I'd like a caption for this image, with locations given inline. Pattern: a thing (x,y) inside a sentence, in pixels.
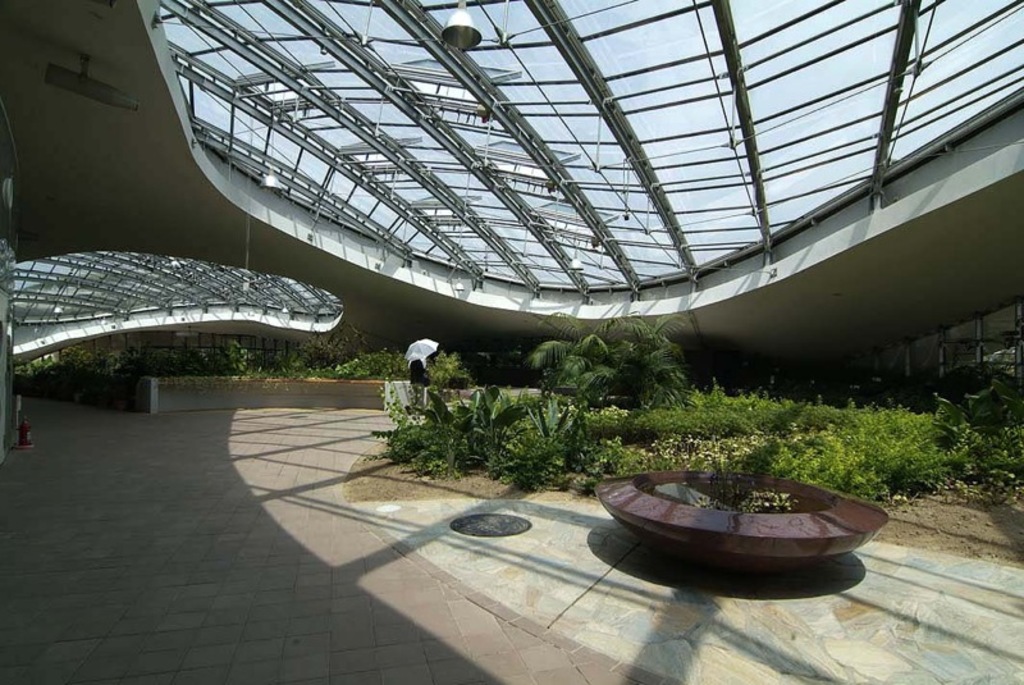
This is an inside view of a building (292,145). Here I can see many plants (662,468) on the ground (946,543). At the bottom of the image (254,632) I can see the floor (188,642). At the top (476,80) I can see few metal rods (334,112) and glass (685,50).
